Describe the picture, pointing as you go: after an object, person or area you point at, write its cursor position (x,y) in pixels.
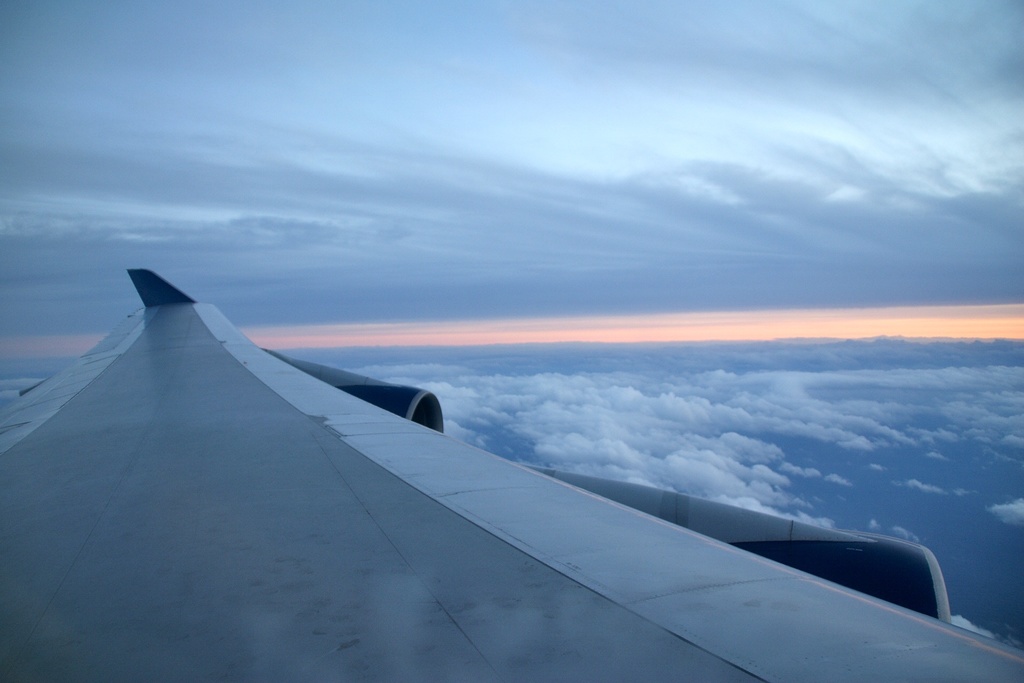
In this picture I can see aeroplane wing (252,486) and I can see blue cloudy sky (808,360).
